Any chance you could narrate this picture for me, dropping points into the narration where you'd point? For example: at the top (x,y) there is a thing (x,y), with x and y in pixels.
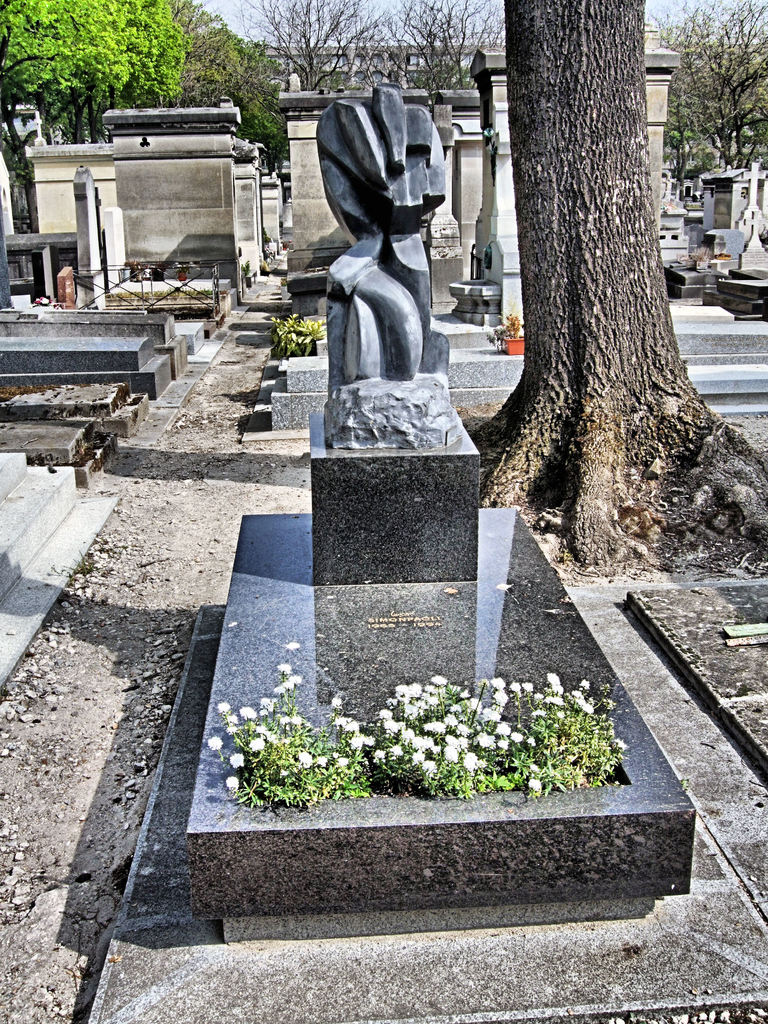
In this picture we can see a few graves (319,271) and some flowers (597,759). There are some trees (732,84) in the background (732,84).
